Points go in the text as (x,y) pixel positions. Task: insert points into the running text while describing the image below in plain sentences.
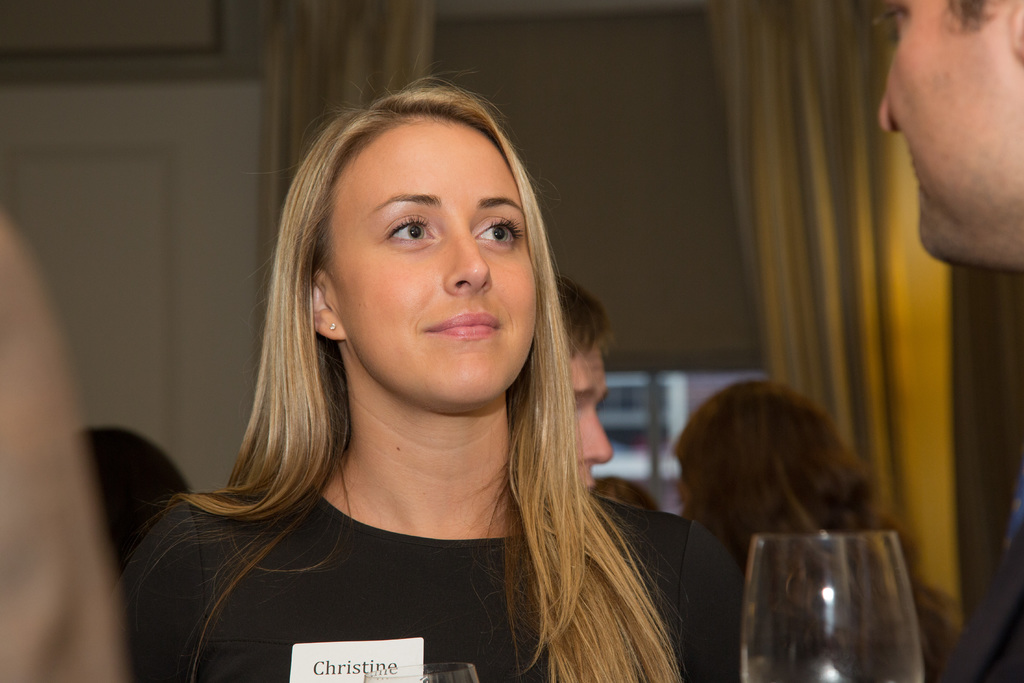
This picture shows a woman (505,392) with a smile (497,328) on her face (527,250) and we see man (1016,510) standing and we see few people (714,471) standing and we see a glass (742,658) and a window (617,407) and we see curtains (812,150).
